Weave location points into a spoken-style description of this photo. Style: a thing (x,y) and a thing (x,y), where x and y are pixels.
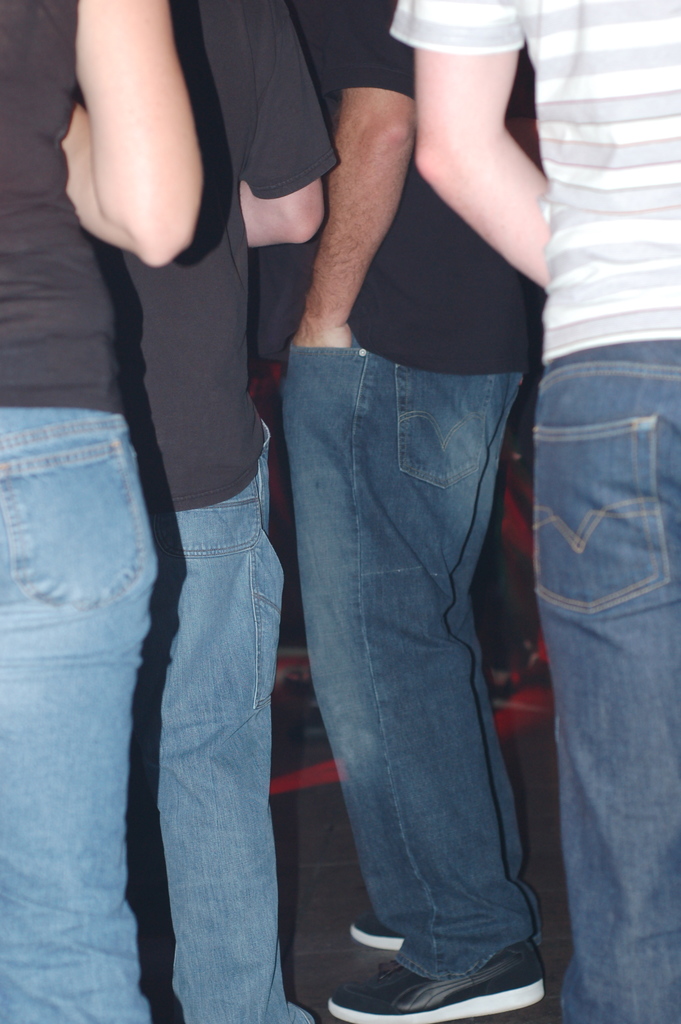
In this image we can see four persons (322,364) three are wearing black color T-shirt (87,329) and a person (570,150) wearing white color T-shirt (589,147) are standing.
